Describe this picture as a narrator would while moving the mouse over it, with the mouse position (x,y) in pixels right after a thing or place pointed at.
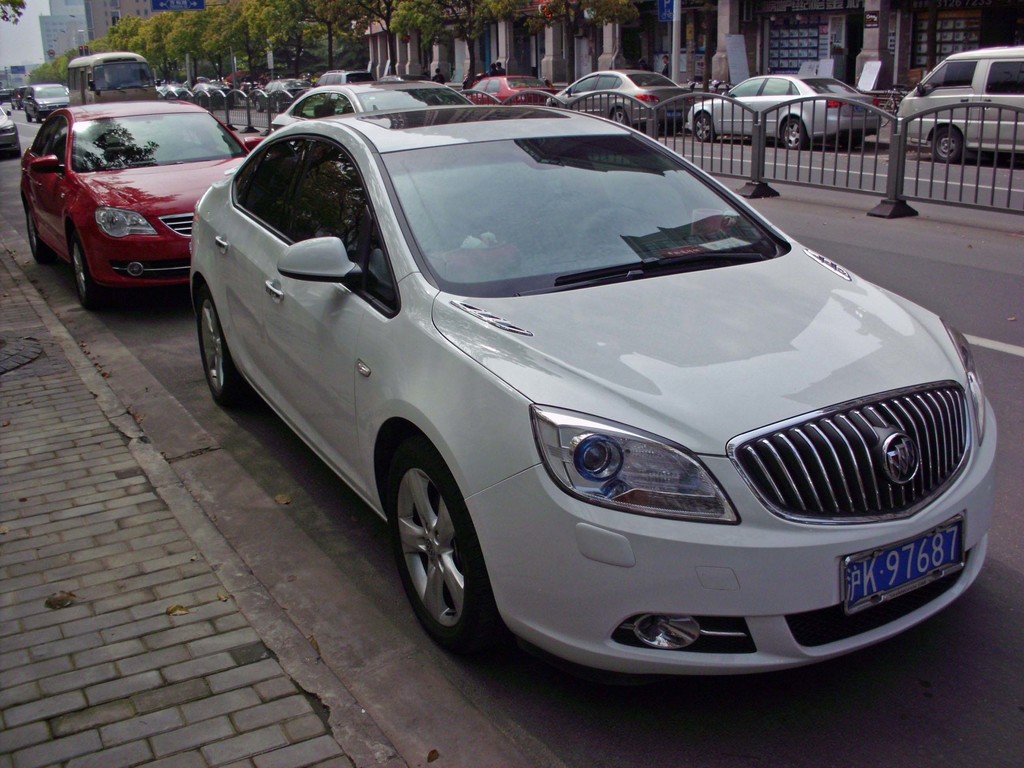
In this picture we can see vehicles (497,80) on the road (968,284) and fence (891,143). In the background of the image (856,8) we can see buildings (88,40), trees (108,49) and sky (35,34).
